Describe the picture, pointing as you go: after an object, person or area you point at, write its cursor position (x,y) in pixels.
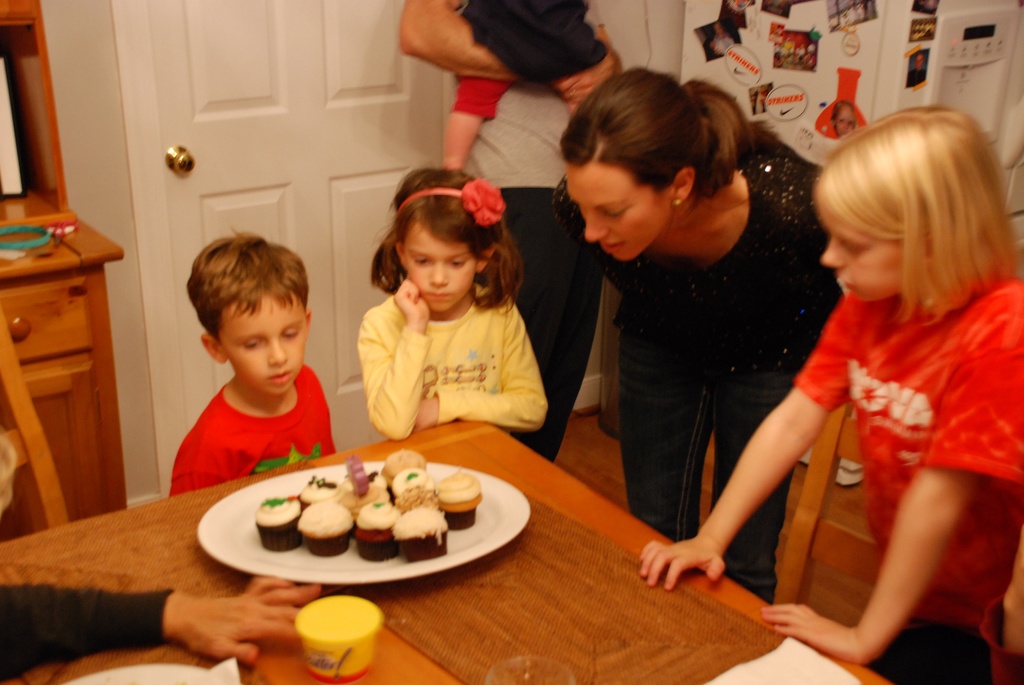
There are people (896,418) standing and we can see plate (383,566) with muffins (416,552), hand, glass (532,667), mat (404,618) and objects (379,611) on the table (419,618). In the background (554,417) we can see a person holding a kid (504,24), photos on the surface (805,28), furniture (26,273) and door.
